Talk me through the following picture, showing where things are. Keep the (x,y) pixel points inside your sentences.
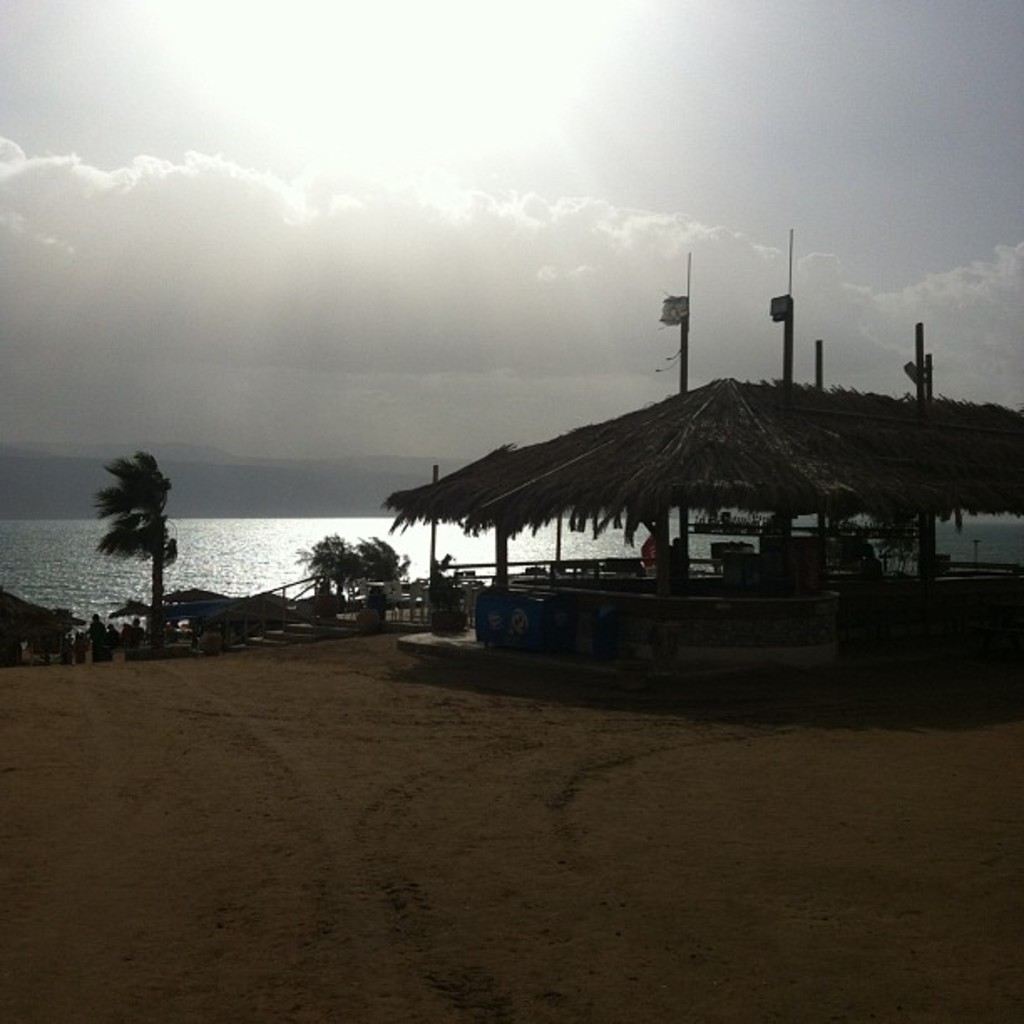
In this image we can see some sand (457,657), there is a hut (907,428) and in the background of the image (187,619) there are some persons (92,643) standing, there are some trees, water (286,551) and top of the image (310,254) there is cloudy sky (284,298).
